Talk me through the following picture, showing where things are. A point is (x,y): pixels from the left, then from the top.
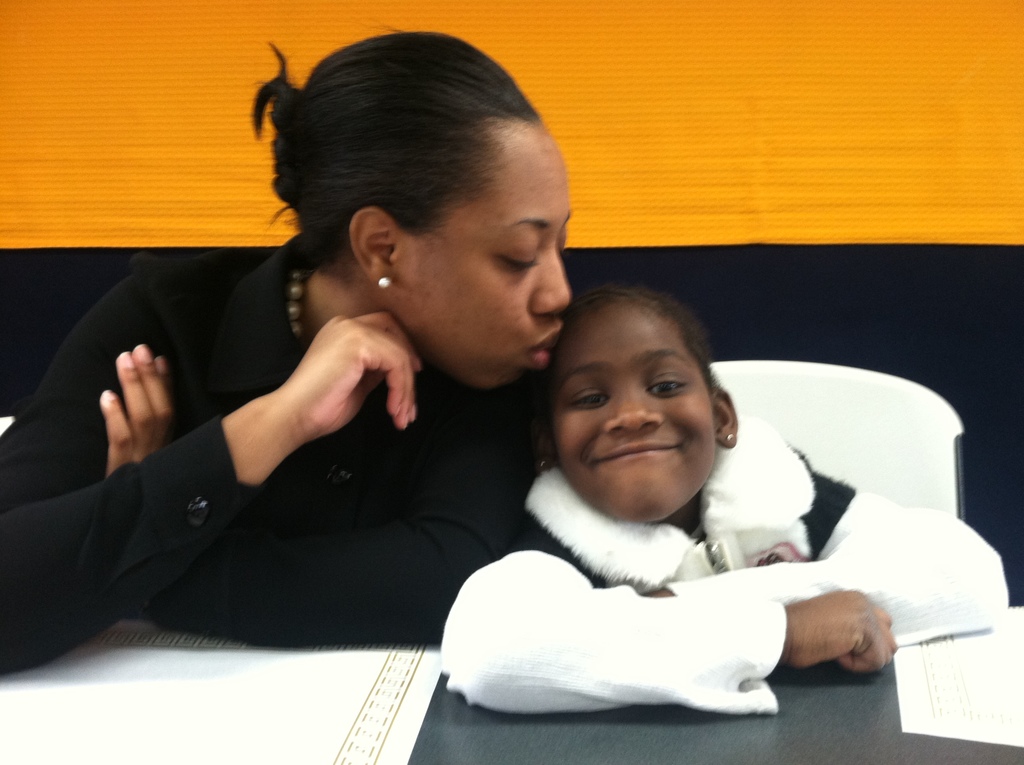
This is the woman (475,446) and a girl (557,589) sitting. I can see a woman (465,455) kissing the girl (555,453). This is a table (824,740) with the papers (290,722) on it. I can see the wall (591,91), which is yellow and black in color.
